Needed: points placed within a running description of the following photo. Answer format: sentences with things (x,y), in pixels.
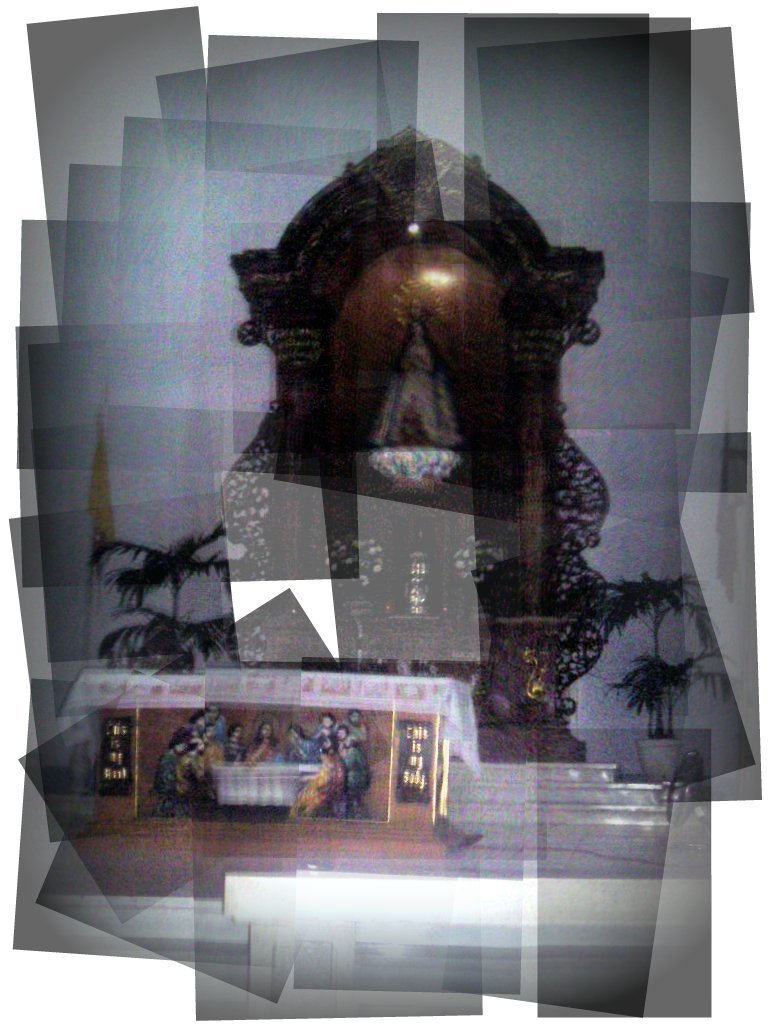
In this image, we can see a statue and there is a photo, we can see the reflection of some objects (434,826).
